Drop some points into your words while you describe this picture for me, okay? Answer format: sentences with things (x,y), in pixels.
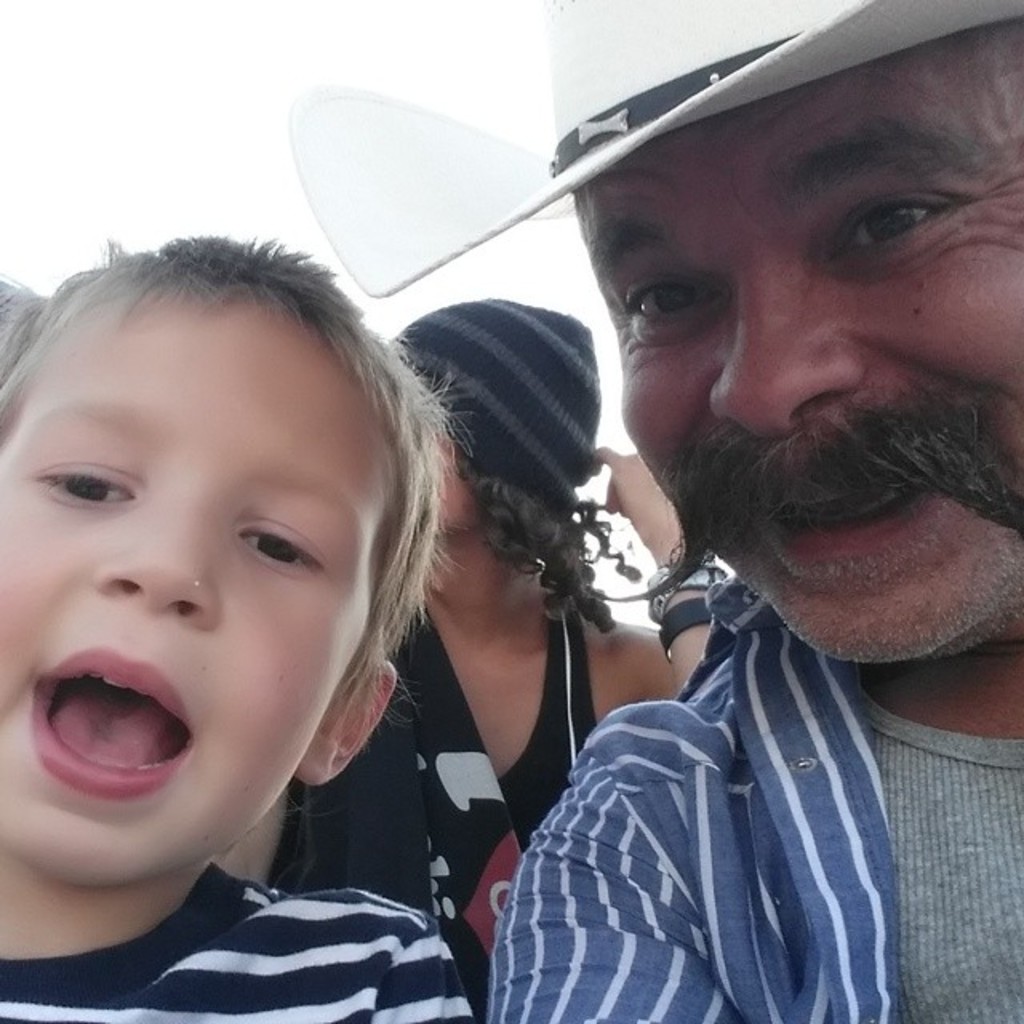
In the image there is a man (837,668) in grey shirt (1010,903) and white hat (817,62) and a boy (426,1014) beside him in black and white striped t-shirt (302,986) smiling, behind them there are few people (519,717) and above its sky (138,116).
